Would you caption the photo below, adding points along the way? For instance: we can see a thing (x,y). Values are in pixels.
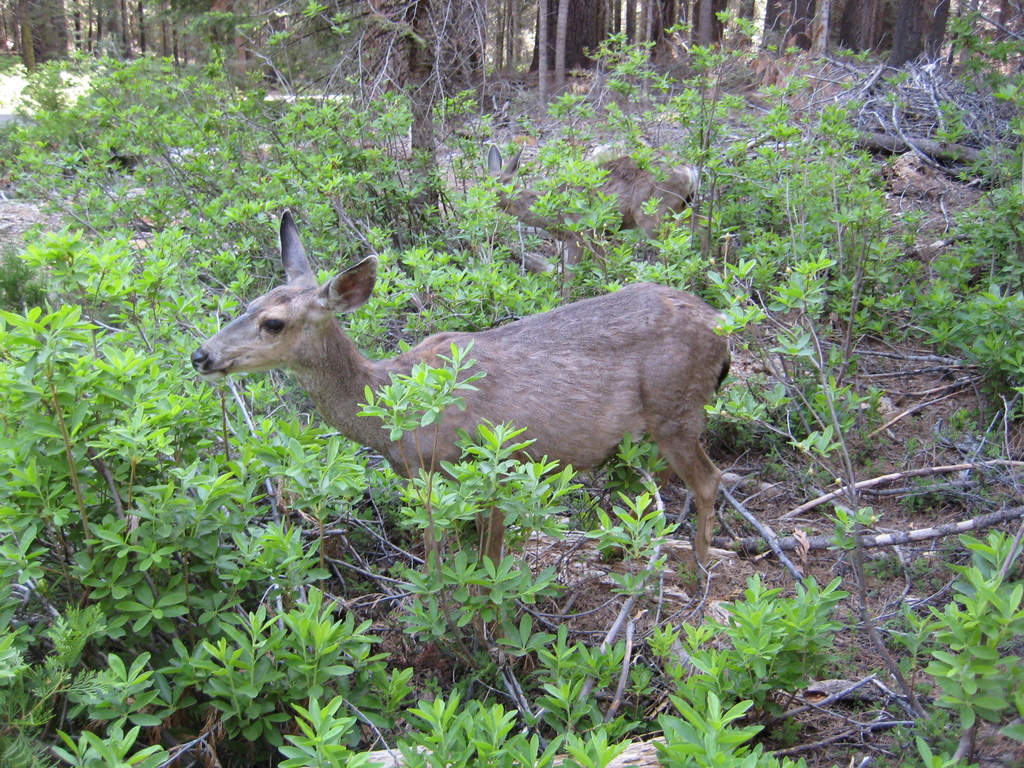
In this image we can see two animals (602,345) on the ground (545,557). In the foreground (774,717) we can see some plants (389,195). In the background (932,124), we can see some wood logs (935,151) and group of trees (463,16).
